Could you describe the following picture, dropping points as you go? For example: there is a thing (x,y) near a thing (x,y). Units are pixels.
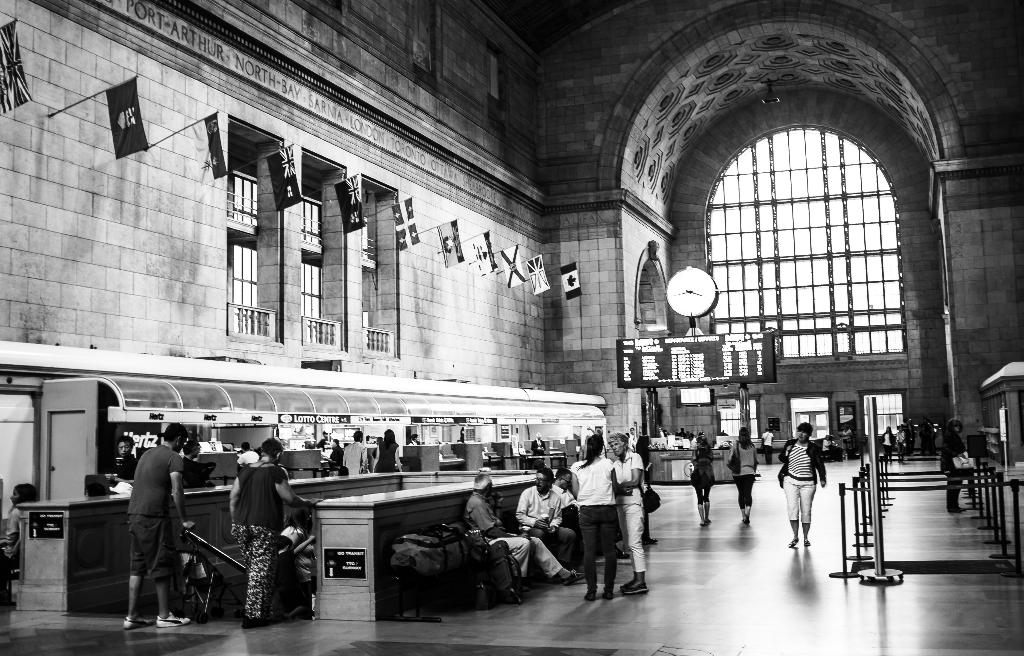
This is a black and white image. In the center of the image (642,435) there are people (541,502). To the left side of the image (160,137) there is a wall (186,163) with flags (398,212). There is a clock (696,272). In the background of the image (924,328) there is arch (715,148). There is a glass wall (808,266).
